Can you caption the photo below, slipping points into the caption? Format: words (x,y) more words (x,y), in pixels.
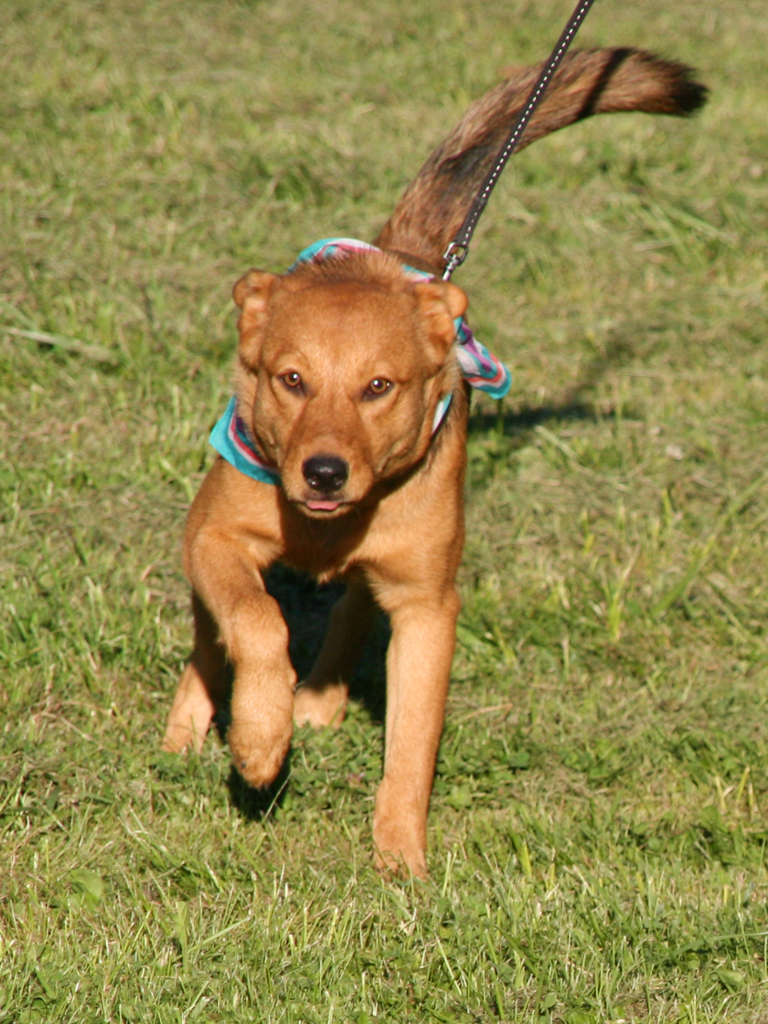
In the image there is a dog (355,312) running on the ground (158,295) and also there is a dog belt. On the ground (137,651) there is grass (565,173).
